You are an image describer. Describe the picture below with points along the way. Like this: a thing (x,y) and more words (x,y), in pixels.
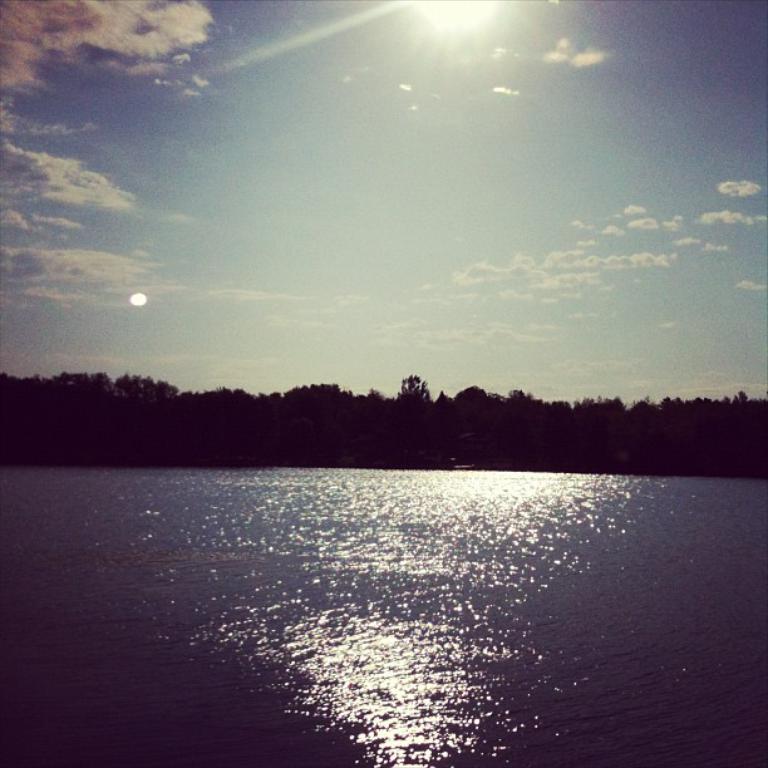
In this picture we can see trees (541,432), water (469,479) and in the background (351,244) we can see the sky (320,98) with clouds (174,42).
